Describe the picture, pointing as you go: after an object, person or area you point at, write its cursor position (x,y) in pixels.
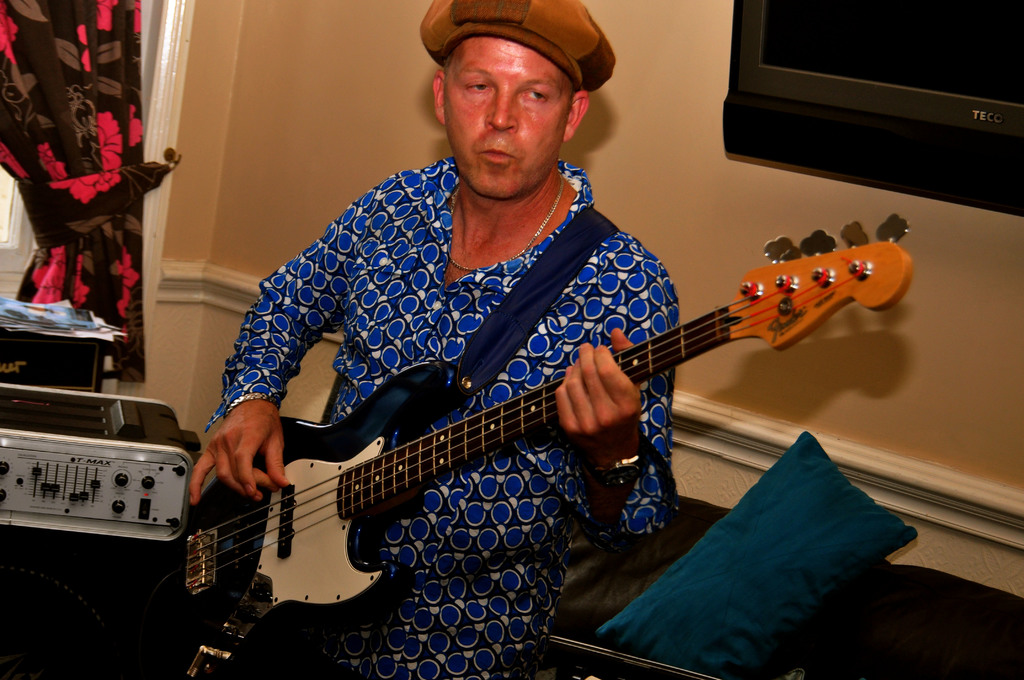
This picture is of inside. In the center (417,255) there is a Man (459,578) standing and playing Guitar (299,469). In the left (47,414) there is a musical instrument (105,463), a table (61,355) and some books (67,324) placed on the top of the table (35,344). In the background (112,310) there is a wall (369,85), a television (884,84) and a curtain (121,278).
